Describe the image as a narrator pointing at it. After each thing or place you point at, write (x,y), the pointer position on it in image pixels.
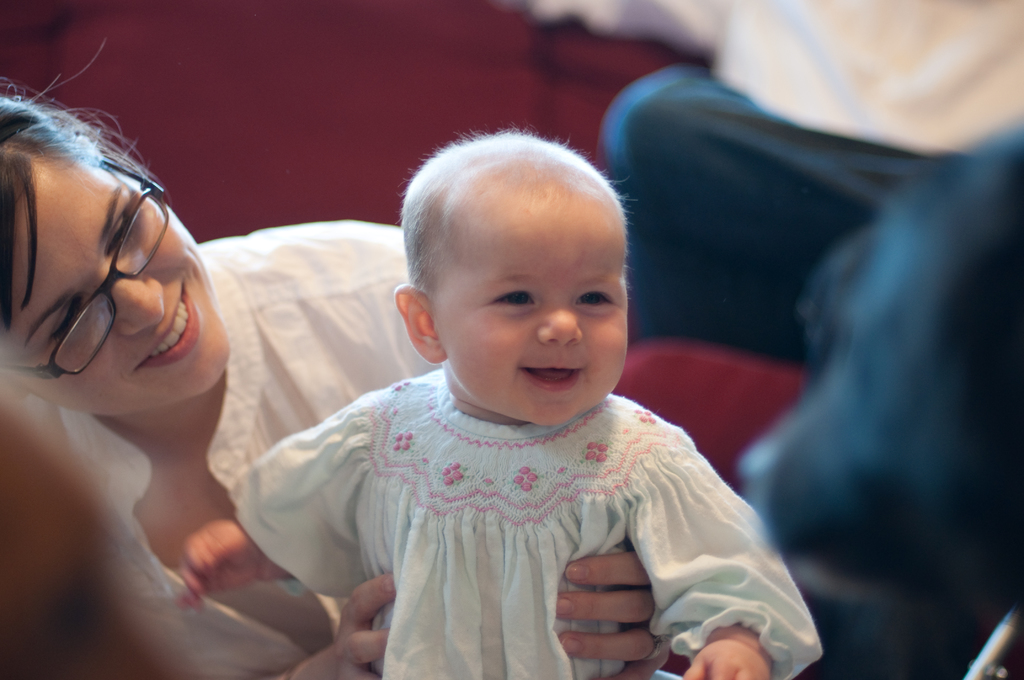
On the left side (219,427) a beautiful woman (249,454) is holding the baby (501,574), she wore white color shirt (292,400) and this baby (405,525) also wore white color dress (468,557), both of them are smiling.
